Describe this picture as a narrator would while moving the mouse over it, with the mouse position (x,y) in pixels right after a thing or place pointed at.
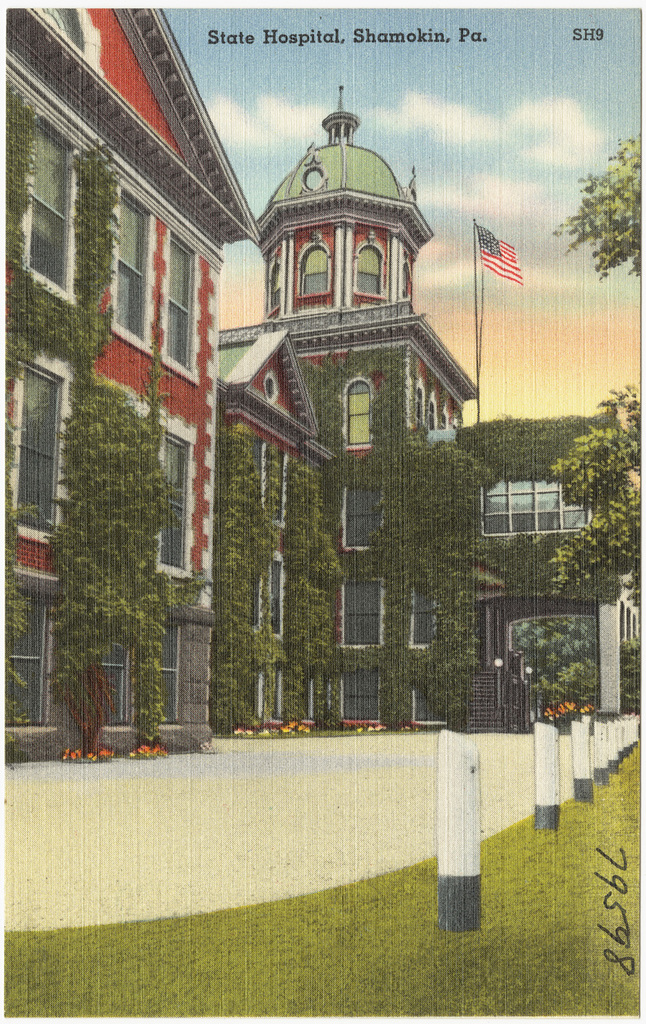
In this image we can see a poster (329,559) with text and image of buildings (315,433), creeper plants (251,440) to the building (157,455), trees (588,499), rods (542,780), a flag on the building (287,413) and the sky (458,118) in the background (417,67).
